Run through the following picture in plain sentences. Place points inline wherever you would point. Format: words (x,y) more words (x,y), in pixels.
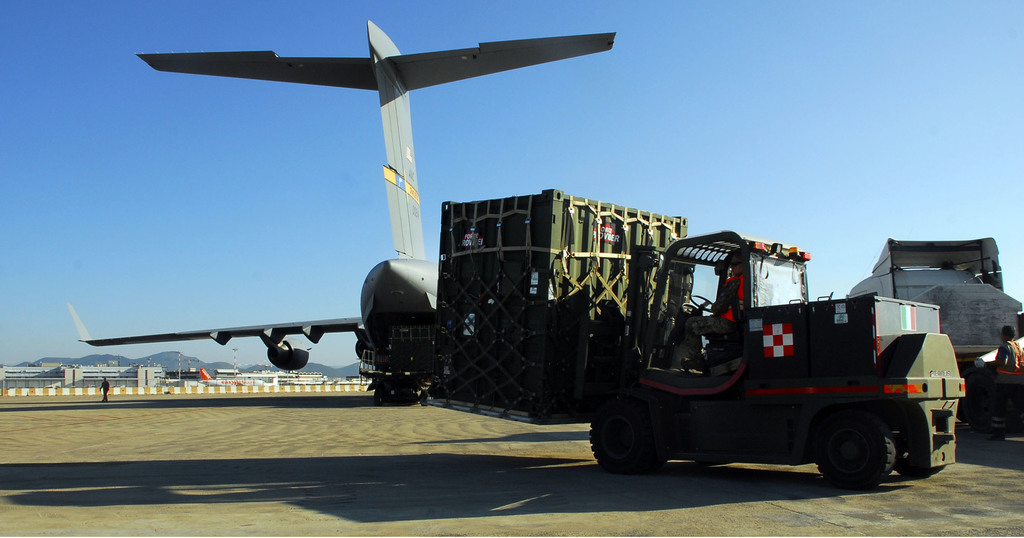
In this picture we can see an airplane (401,244), vehicles (746,343) on the ground (295,438), some people (1012,356) and in the background (119,387) we can see mountains (182,360), fence (245,386), some objects (133,381) and the sky (144,233).
